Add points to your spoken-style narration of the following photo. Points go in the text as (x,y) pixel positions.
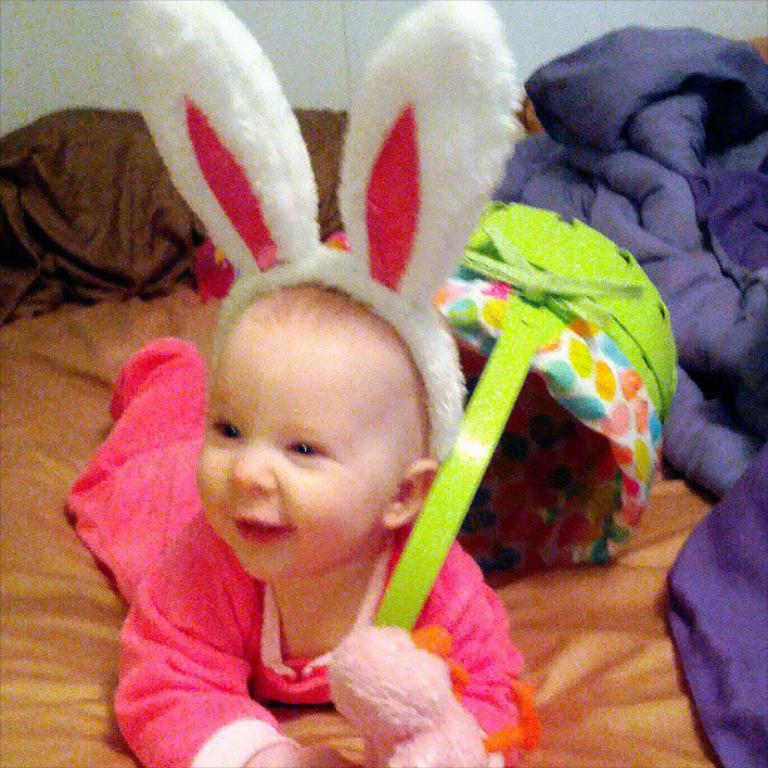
In the picture there is a baby (285,614) laying on a bed (3,487), beside her there is a bed sheet (736,500). There is a green color object (583,351) behind the baby (304,622).
